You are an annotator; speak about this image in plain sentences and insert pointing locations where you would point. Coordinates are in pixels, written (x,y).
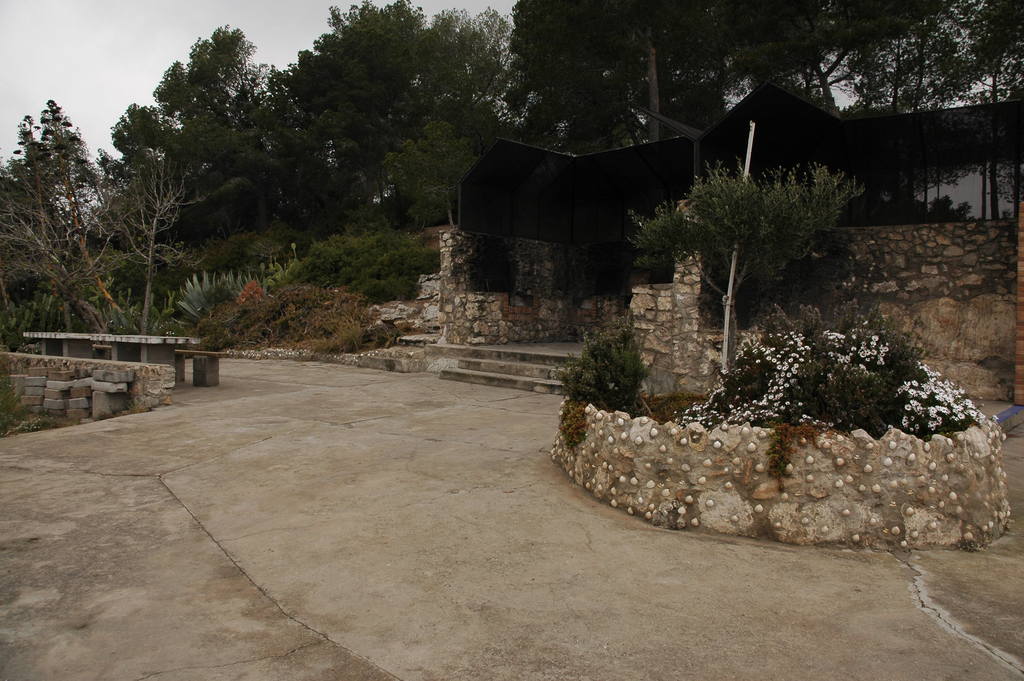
In this image, we can see the ground (459,496) with some objects (608,456). We can see some plants (793,396), trees (323,80) and benches (199,385). We can see the wall (535,337) and the black colored shed (525,169). We can also see the sky (343,9). We can see some stones (28,379).
